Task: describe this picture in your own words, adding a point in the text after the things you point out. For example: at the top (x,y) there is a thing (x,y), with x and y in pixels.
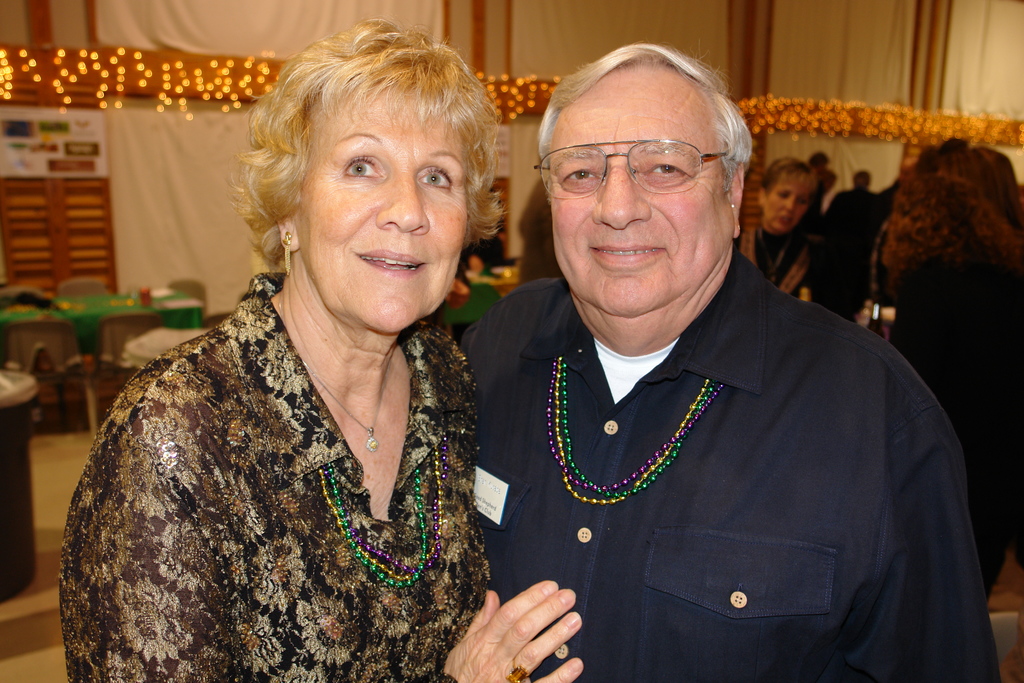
In this picture there is a man (531,306) and a woman (454,209) in the center of the image (486,253) and there are other people (878,204), a table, poster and lights (251,71) in the background area of the image (39,165).
